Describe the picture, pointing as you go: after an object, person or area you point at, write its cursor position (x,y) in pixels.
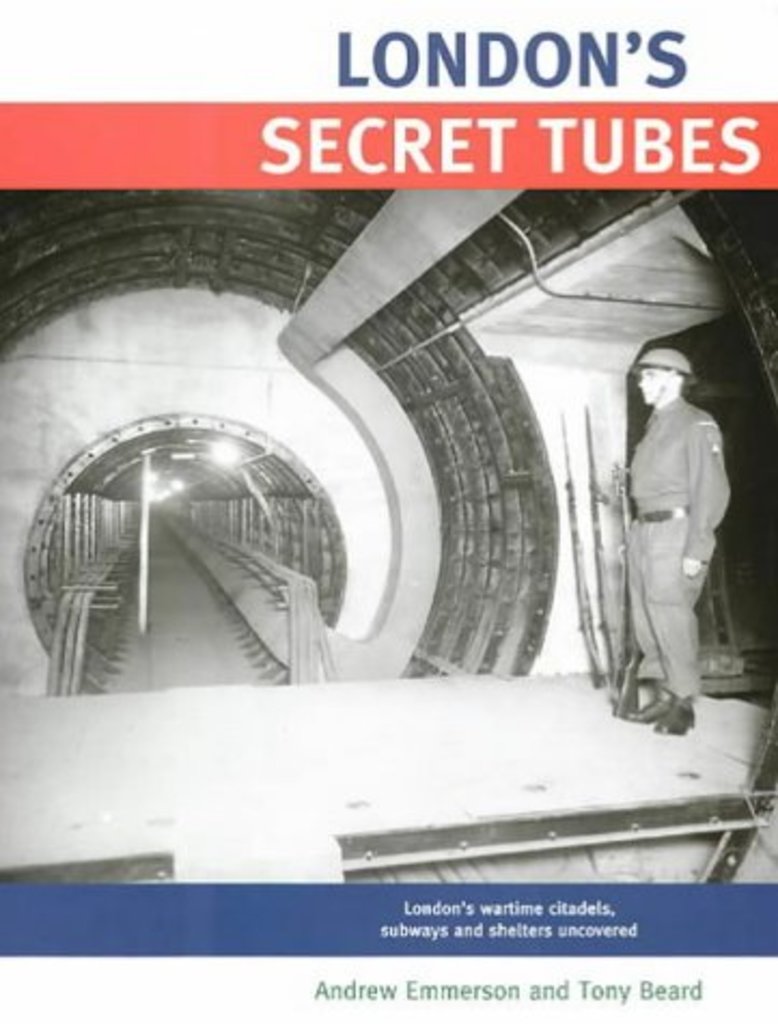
In this image I can see a paper (206,576), in the paper (661,629) I can see the person (678,392) standing, background I can see a light pole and I can see something written on the paper (477,83).
